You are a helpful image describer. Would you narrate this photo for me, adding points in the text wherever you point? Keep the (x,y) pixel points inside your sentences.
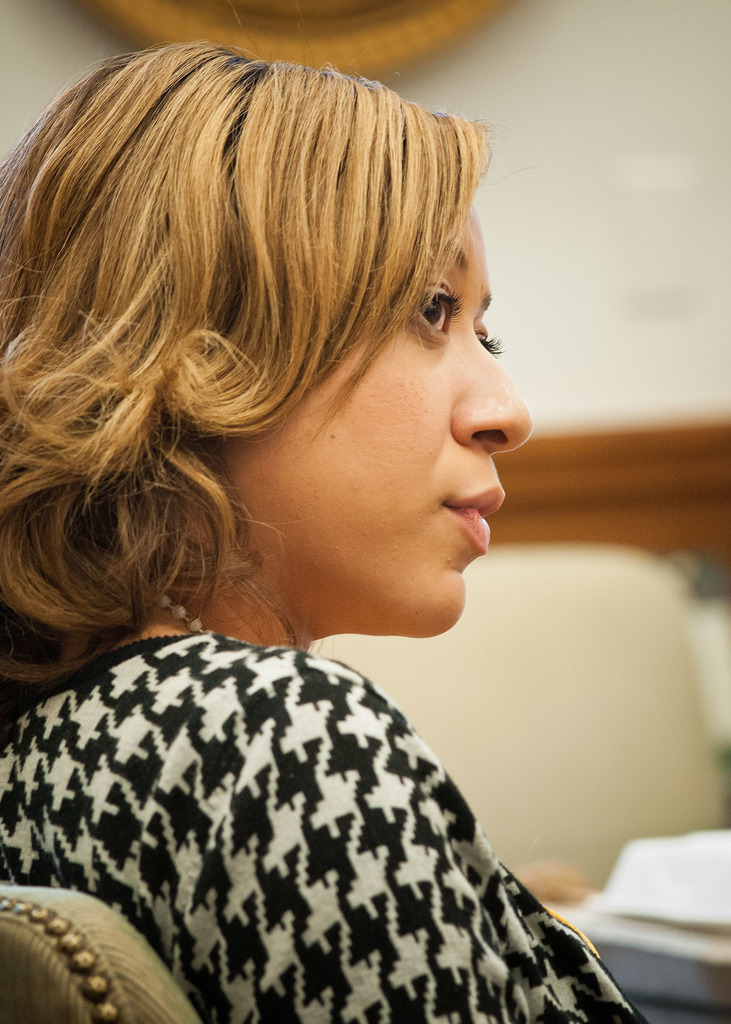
In this image I can see the person (400,835) and the person (497,918) is wearing black and white dress (347,878) and I can see the blurred background (522,49).
